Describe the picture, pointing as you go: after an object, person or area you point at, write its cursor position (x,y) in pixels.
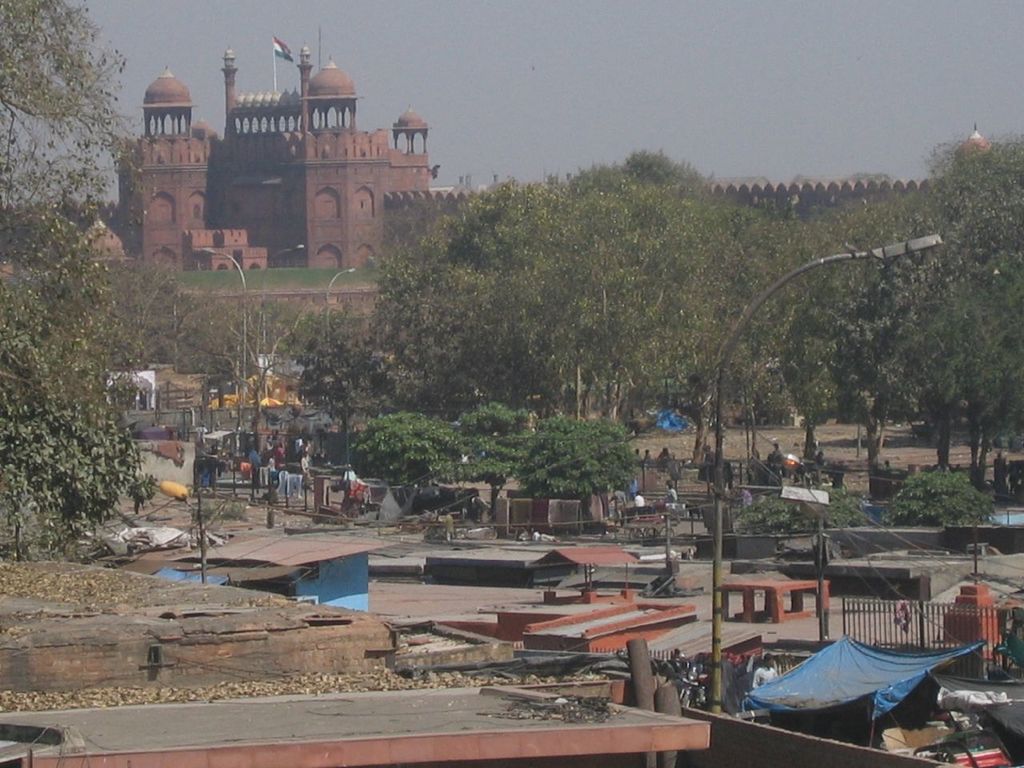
In this picture we can see a pole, a light (903,248), a blue color cover (872,663), fencing panel (931,636), some leaves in the front (967,633), in the background (420,355) there are some trees (491,336), poles (330,285), lights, a fort (319,262) and a flag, there are some clothes (278,471) in the middle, we can see the sky (629,33) at the top of the picture (661,29).
